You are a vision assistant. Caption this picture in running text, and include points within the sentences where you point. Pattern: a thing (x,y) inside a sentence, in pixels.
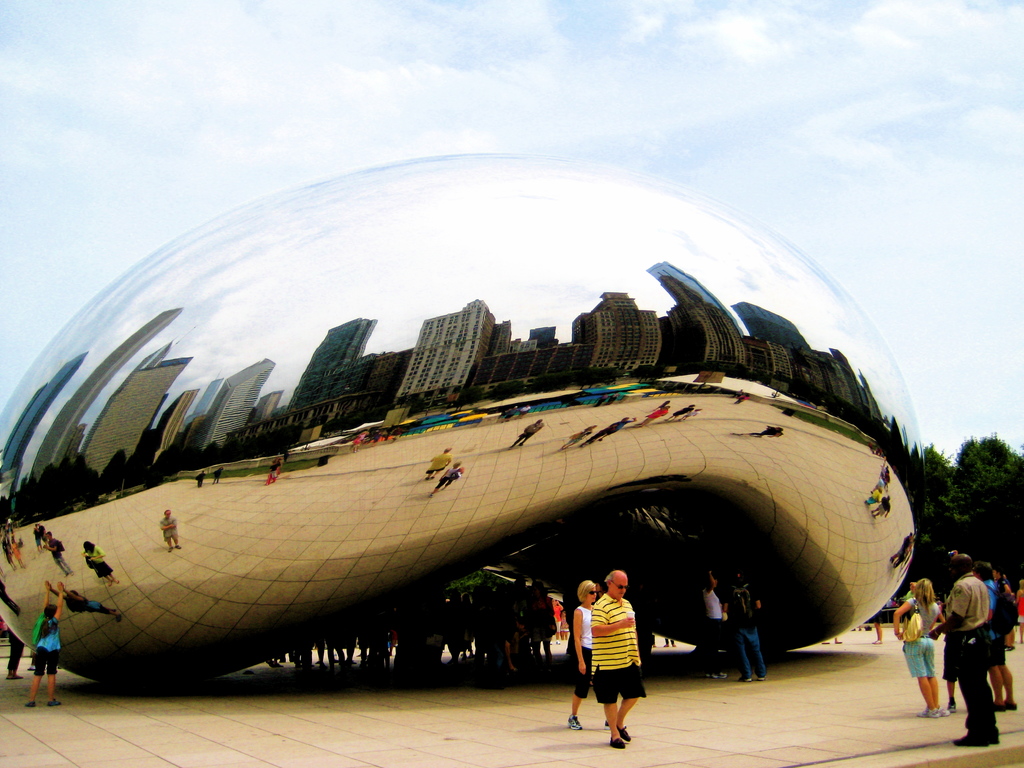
In the picture I can see the cloud gate (198,503). I can see a group of people (551,614). I can see a few of them are standing on the side of the cloud gate (891,564) and a few of them are walking on the floor (648,686). I can see the reflection (611,299) of the tower buildings (692,324) in the glass construction (662,379). I can see the trees (971,450) on the right side (936,469). There are clouds (663,53) in the sky (672,131).
